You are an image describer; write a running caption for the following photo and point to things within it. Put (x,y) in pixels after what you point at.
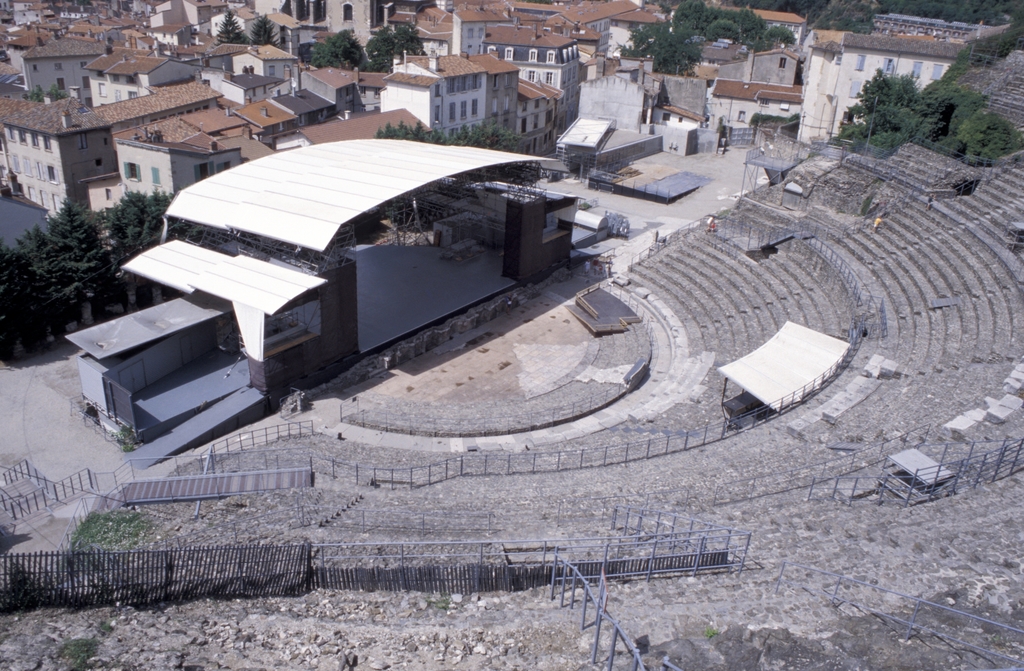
In this picture we can see an amphitheater (421,559) on the path (262,423) and iron fences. Behind the amphitheater (788,536) there are trees (648,41) and buildings (765,70).
